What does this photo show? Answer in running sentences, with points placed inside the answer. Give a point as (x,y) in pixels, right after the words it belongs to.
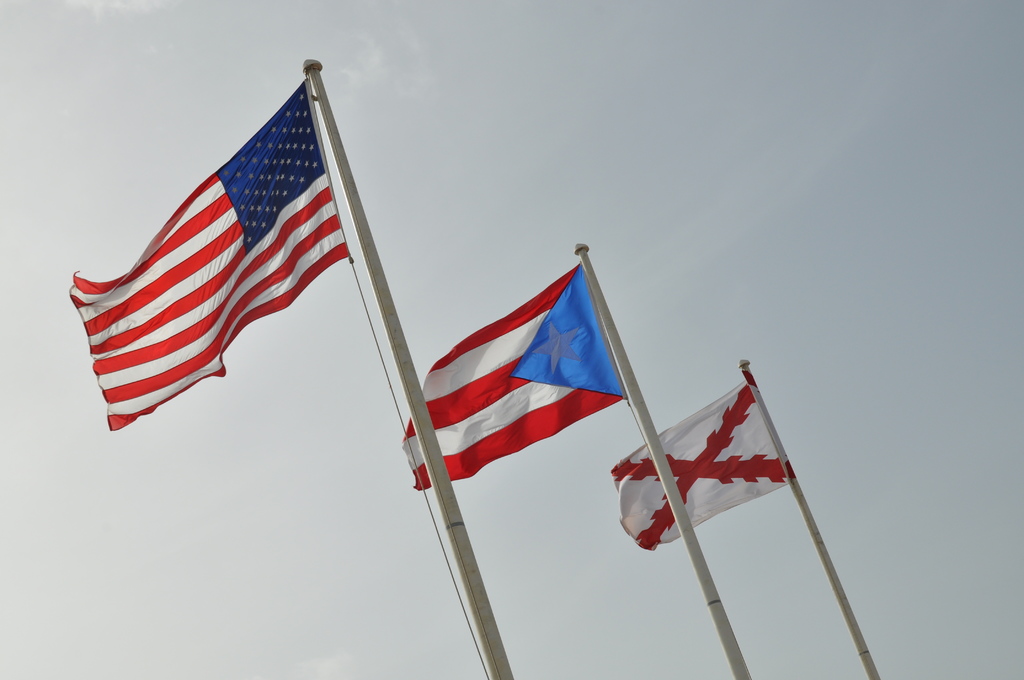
In the picture I can see three flags (251,208) attached to poles (453,514). In the background (448,189) I can see the sky (438,220).
